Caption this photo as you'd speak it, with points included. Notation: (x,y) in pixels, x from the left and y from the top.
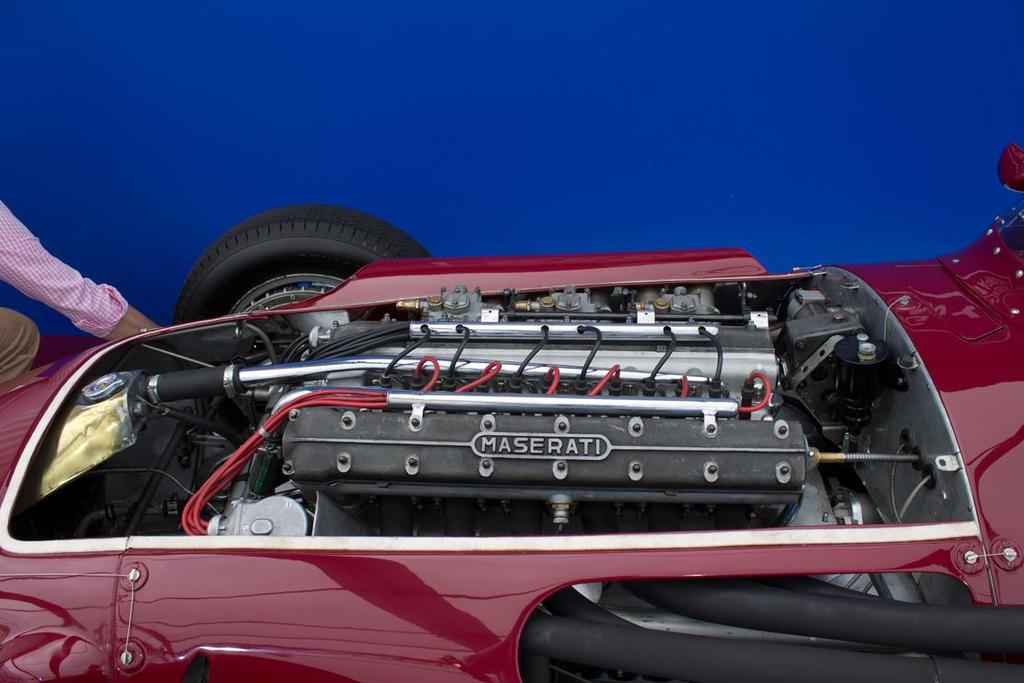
Here in this picture we can see an engine (349,354) of a car (253,489) and we can also see wheels (199,304) with tires (194,291) present and on the left side (45,288) we can see a person (39,279) present.
